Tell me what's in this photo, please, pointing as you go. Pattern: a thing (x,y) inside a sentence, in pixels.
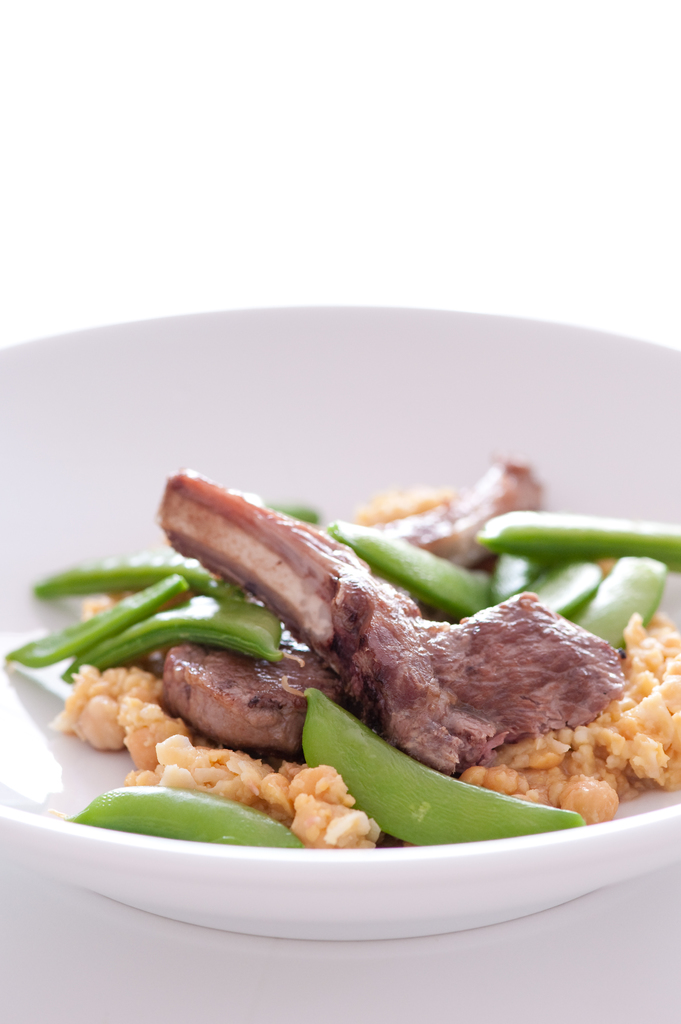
In this image we can see a bowl (665,593) containing food (291,595) and vegetables (649,522) placed on the surface (16,927).
